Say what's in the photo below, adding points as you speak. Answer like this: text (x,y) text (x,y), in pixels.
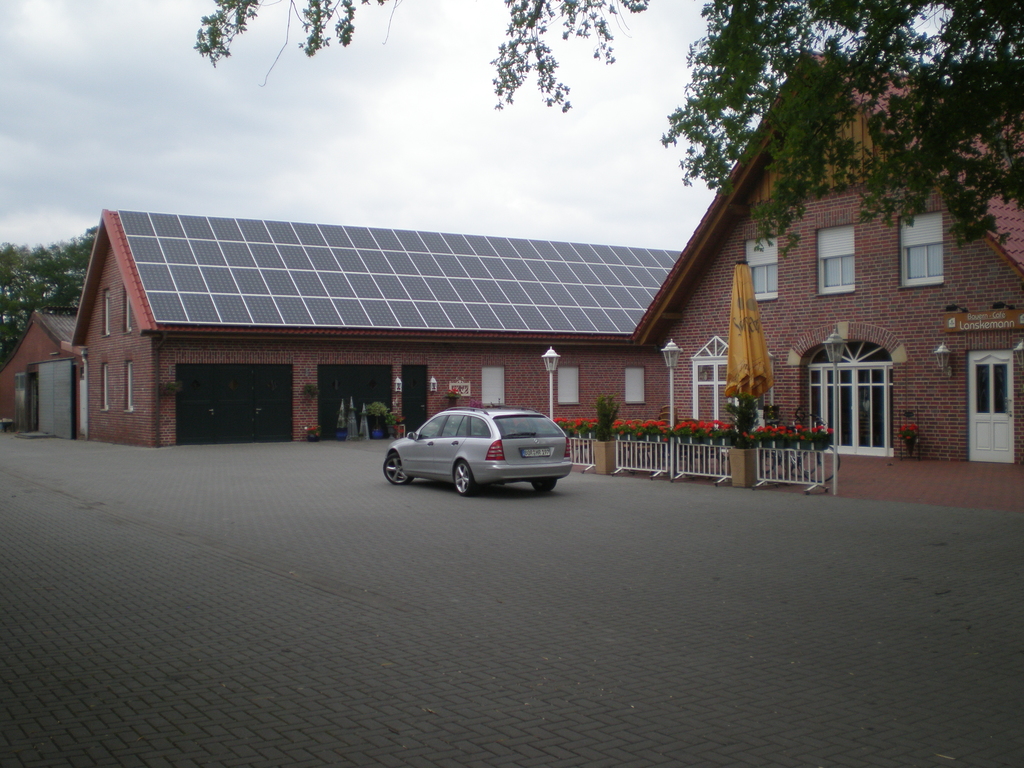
In this picture we can see a vehicle (463,478) on the path (376,500). There are barricades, flowers (627,425), street lights (835,452) and a yellow cloth (750,361). There are a few houses (334,317) and trees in the background (723,271). Sky (545,219) is cloudy.
